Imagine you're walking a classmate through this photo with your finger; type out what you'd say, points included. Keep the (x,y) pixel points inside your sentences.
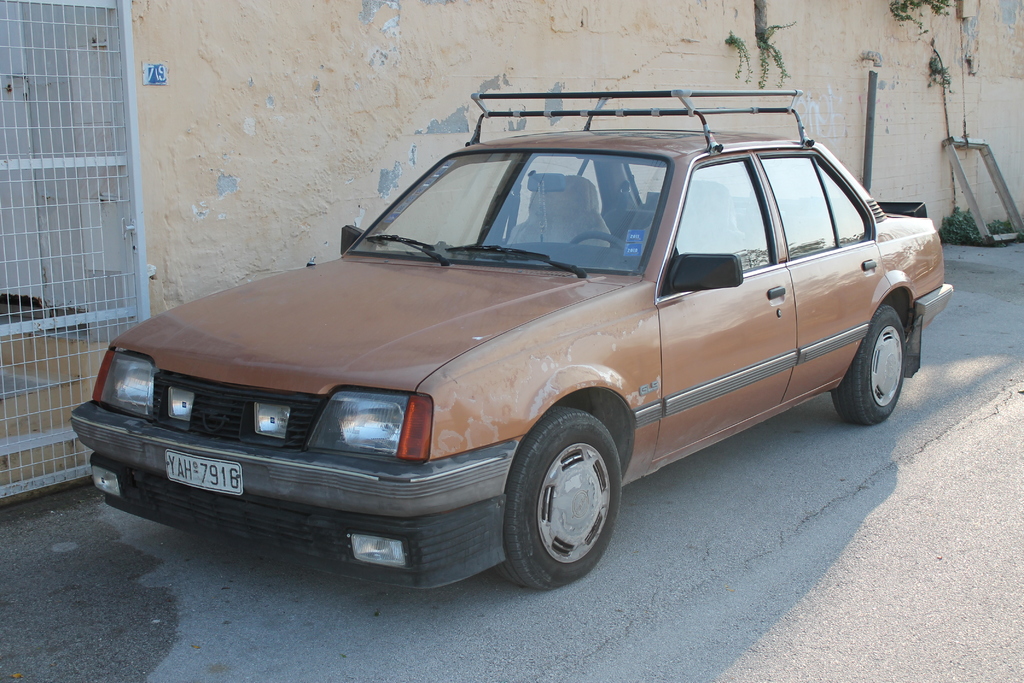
In the picture I can see there is a car (456,409) parked here on the road (653,501) and it has head lights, a number plate (202,468), door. There is a wall (215,135) in the backdrop (230,124) and a gate (84,128).
